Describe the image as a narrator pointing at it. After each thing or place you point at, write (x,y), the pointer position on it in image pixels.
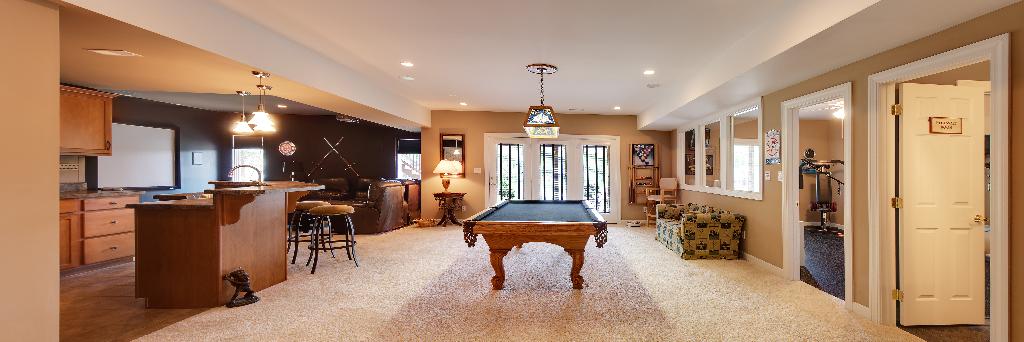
Picture inside of a house (591,310). Floor (255,311) with carpet (248,317). This is a snooker table (543,231). Lights (260,127) are attached to roof top (272,80). Far on a table (457,195) there is a lantern lamp (449,165). A picture (458,150) on wall (476,128). Beside this couch (670,229) there is a chair (665,200). In this room (815,213) we can able to see a gym equipment (826,190). This is door (944,180) with board (943,132). Far there is a window (510,181). In-front of this table (236,213) there are chairs (316,212). This is furniture (103,213), above this furniture (107,202) there is a cupboard (93,105).
